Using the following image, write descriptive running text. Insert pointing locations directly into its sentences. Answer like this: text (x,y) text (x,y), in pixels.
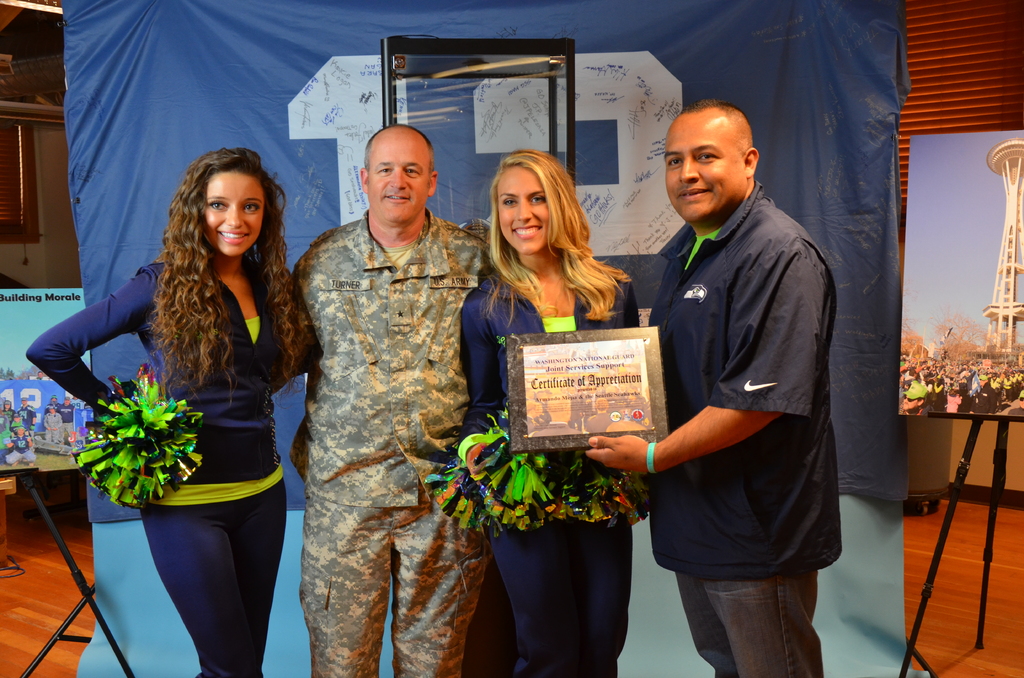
In this image we can see few people (775,618) standing and posing for a photo in a room (964,648) and there are two persons (651,530) holding an object (642,420) with some text (611,365). There is a banner (824,3) in the background (608,74), we can see some text (316,83) on it and there are two photo frames (1007,300) with pictures (935,173) and we can see some other objects (1003,441) in the room (57,492).
